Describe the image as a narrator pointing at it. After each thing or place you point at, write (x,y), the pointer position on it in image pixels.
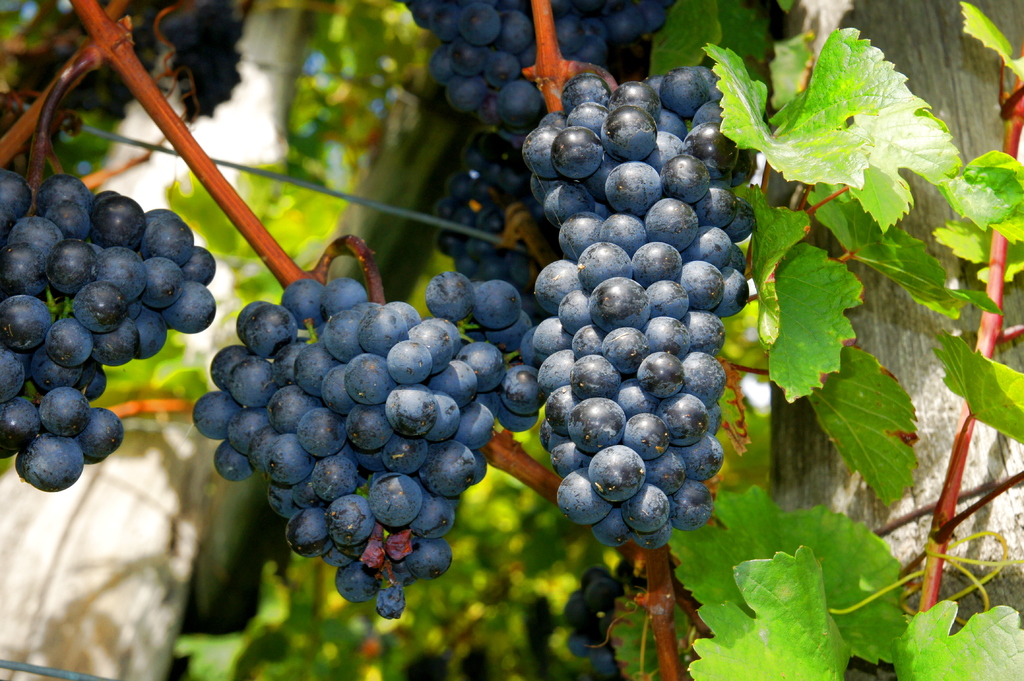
It is a zoomed in picture of the grape tree (573,261).
